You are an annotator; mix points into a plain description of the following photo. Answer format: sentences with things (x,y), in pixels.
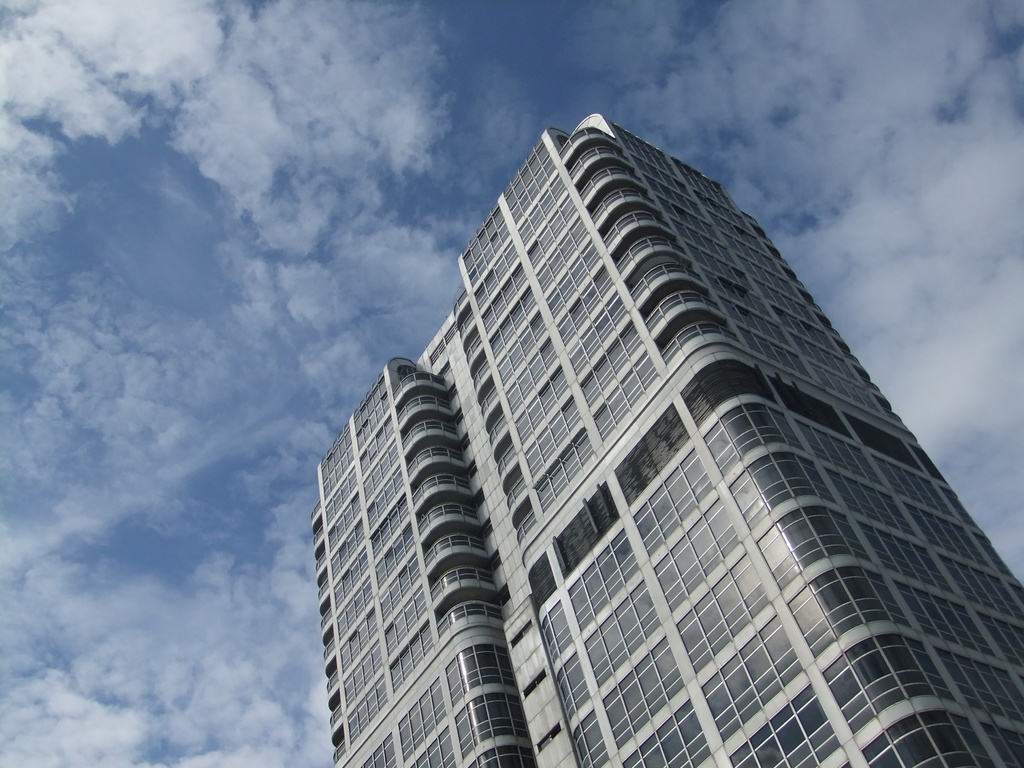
In the picture we can see a tower building (722,720) with glass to it and in the background (293,563) we can see a sky (308,303) with clouds (391,240).
